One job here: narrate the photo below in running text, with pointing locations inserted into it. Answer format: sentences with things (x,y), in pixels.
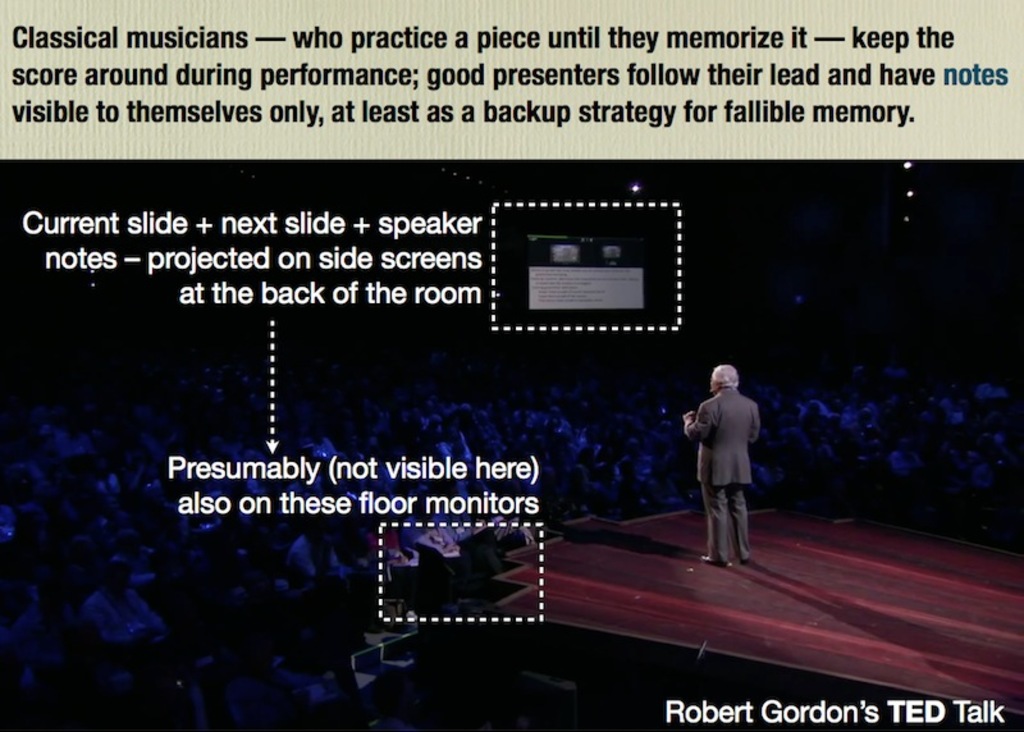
This image consists of a poster (68,318). In which there are many persons (415,414) sitting. To the right (738,489), there is a man (739,483) wearing suit (711,535) is talking on the dais (637,570). To the left (278,247), there is a text (198,31).
